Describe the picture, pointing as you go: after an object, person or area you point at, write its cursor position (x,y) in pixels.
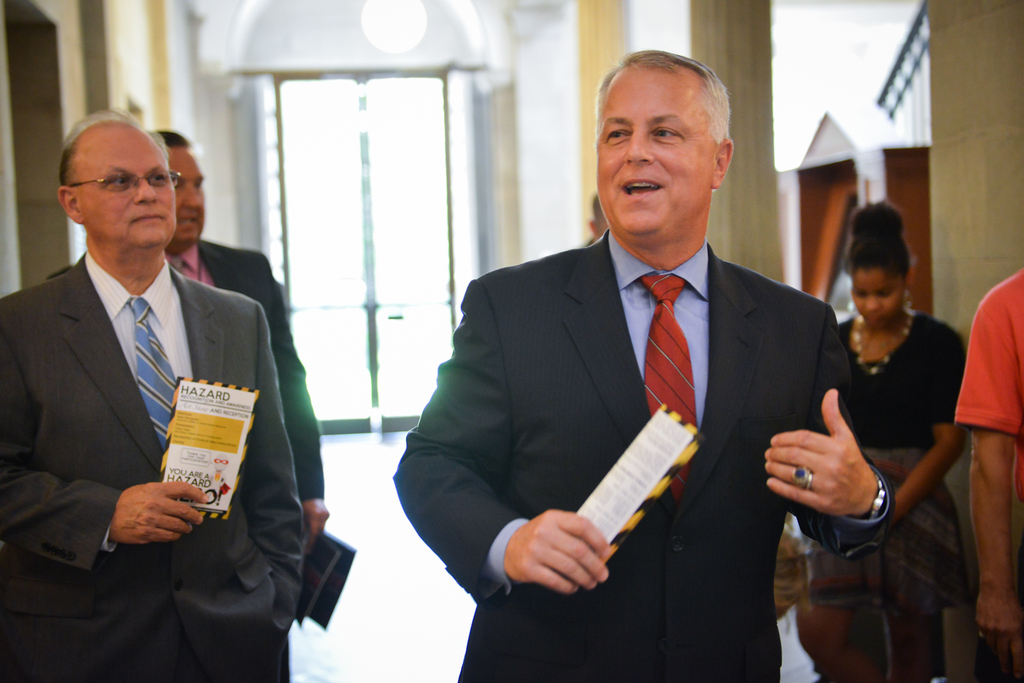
In this image there are people (223,326) walking on the floor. They are holding papers (603,505) in their hands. Beside them there are pillars (86,72) and a wall (127,85). In the background (312,216) there is a door (324,226).
